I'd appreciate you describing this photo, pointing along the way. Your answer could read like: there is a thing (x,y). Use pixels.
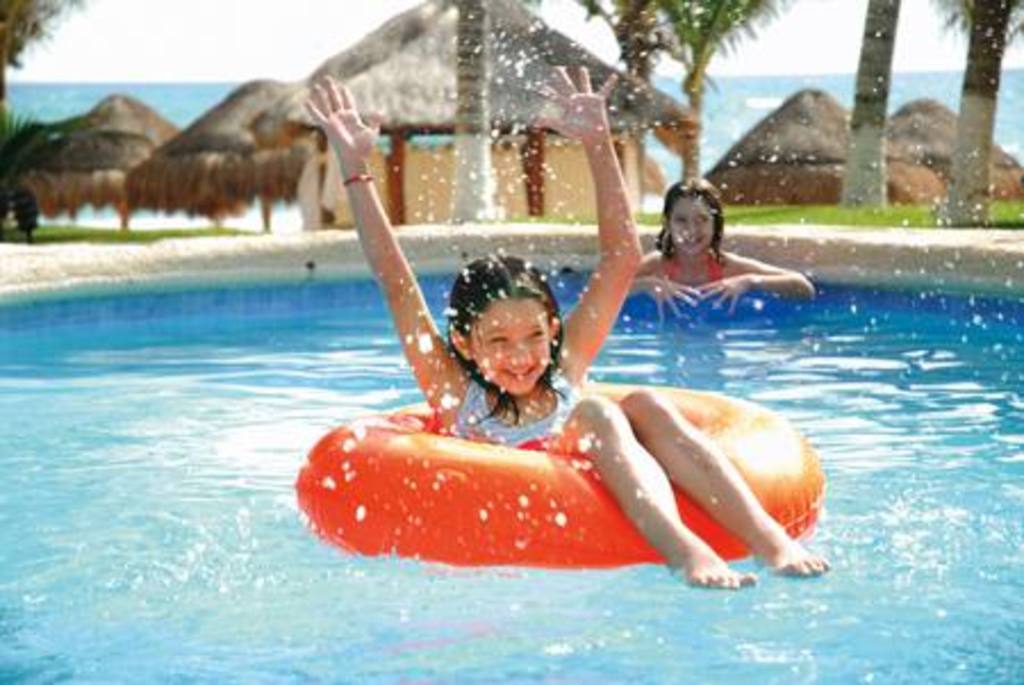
In this image I can see a swimming pool (439,279) in the front (784,366) and in it I can see two girls (552,328). I can also see an orange colour tube (580,529) in the front (753,407) and in the background (457,174) I can see few trees (24,128) and few shacks (535,183).
